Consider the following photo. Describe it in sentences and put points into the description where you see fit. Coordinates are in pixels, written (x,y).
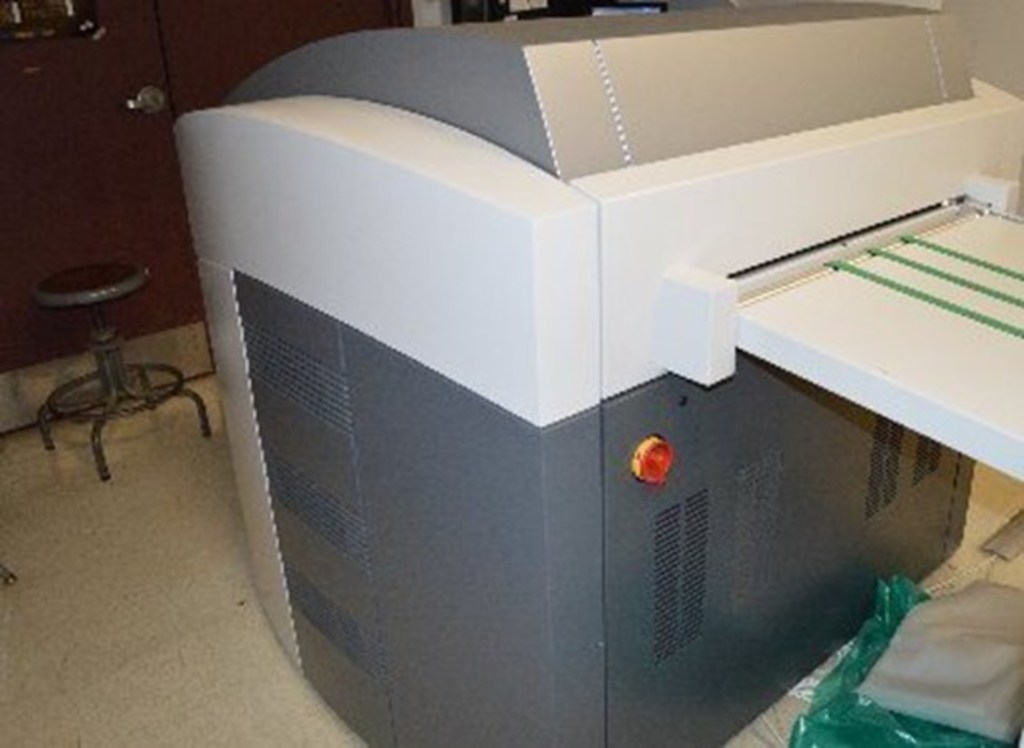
In this image we can see a printing machine (724,445), polythene covers (970,671), seating stool (167,401) and walls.
